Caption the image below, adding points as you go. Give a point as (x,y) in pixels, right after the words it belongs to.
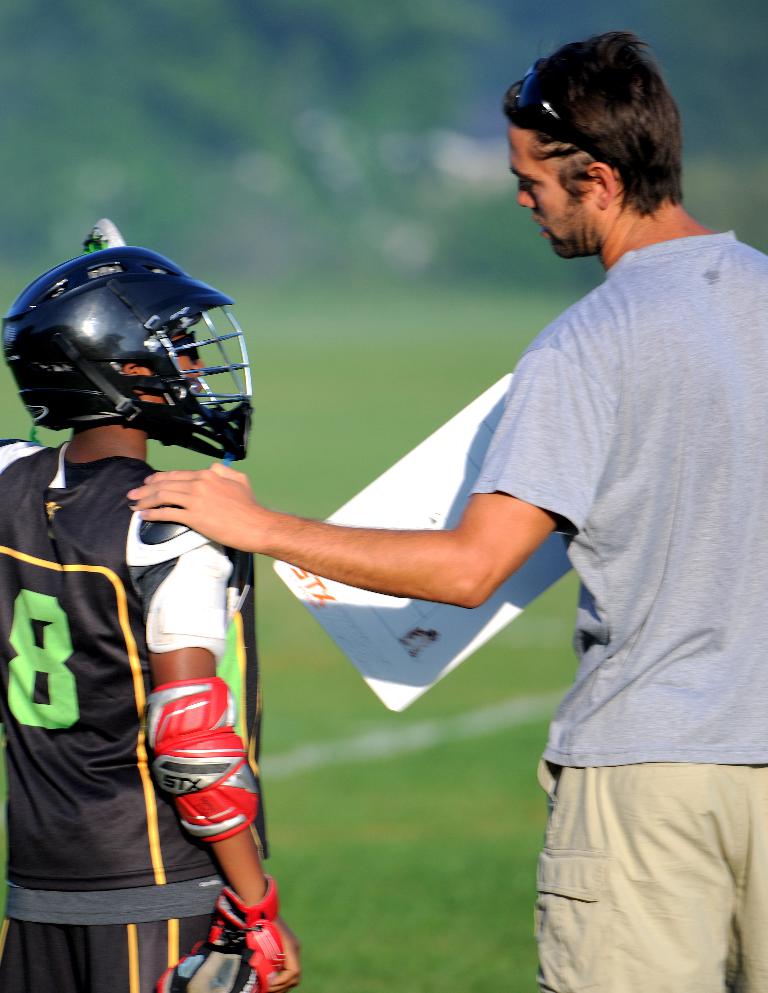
In this picture there is a person (139,831) with black t-shirt (142,842) and helmet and there is a person (609,484) holding the board (363,501). At the back (360,26) there are trees (549,275). At the bottom (421,712) there is grass (442,927).
